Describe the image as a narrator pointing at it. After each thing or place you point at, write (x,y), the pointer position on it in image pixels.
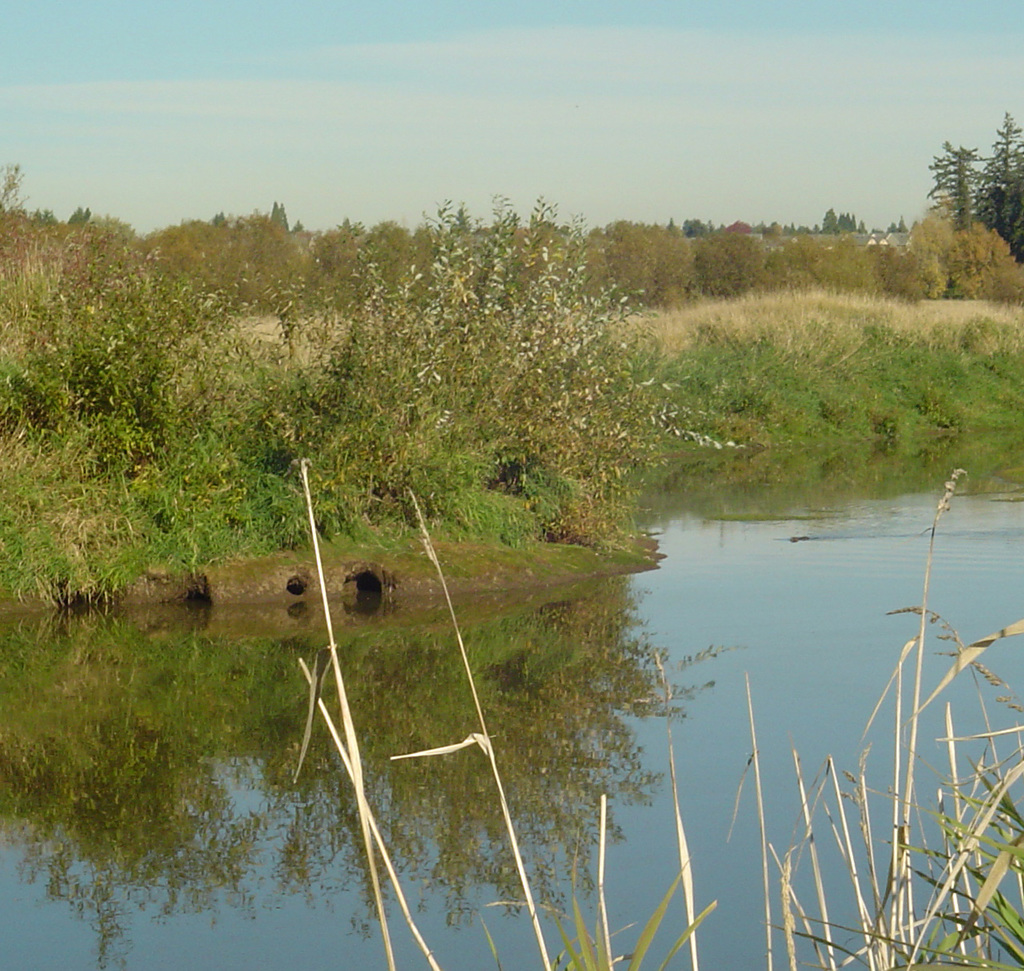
In this image at the bottom (339,760) there is a small pond (529,688) and in the background (552,458) there are some plants (181,387) and grass (689,331), on the top of the image (601,185) there is sky (878,198).
